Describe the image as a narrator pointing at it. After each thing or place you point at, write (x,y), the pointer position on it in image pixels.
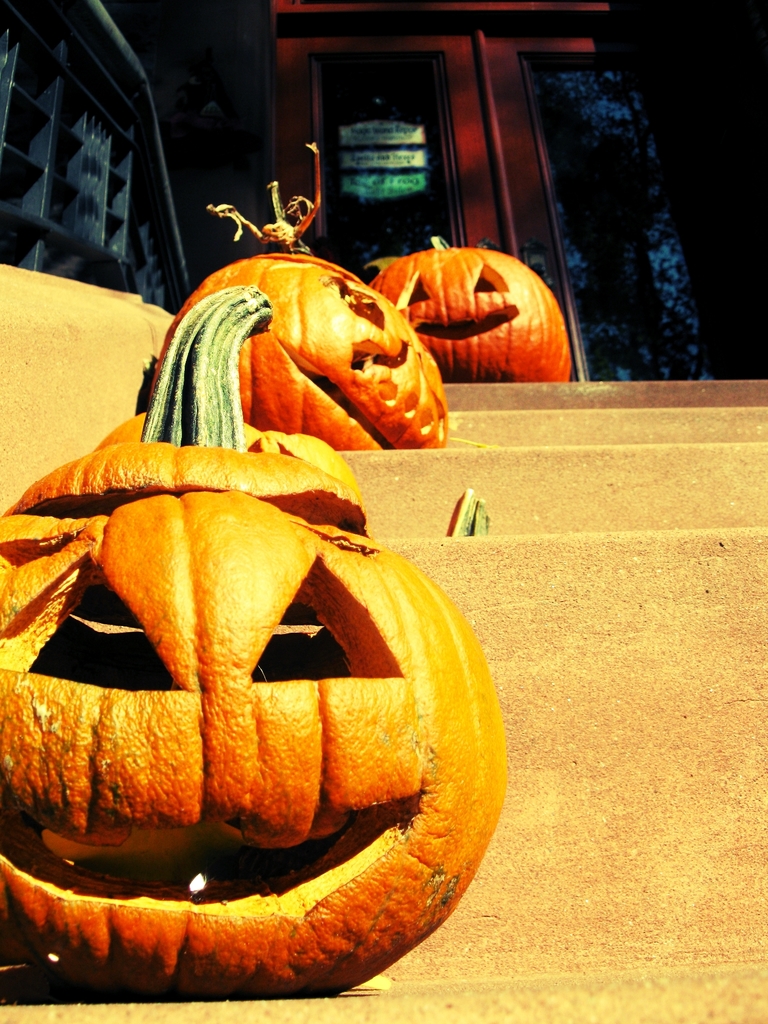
In this picture I can see there are few pumpkins (267,554) placed on the stairs (542,392) and there is a door (499,193) in the backdrop (558,141).
